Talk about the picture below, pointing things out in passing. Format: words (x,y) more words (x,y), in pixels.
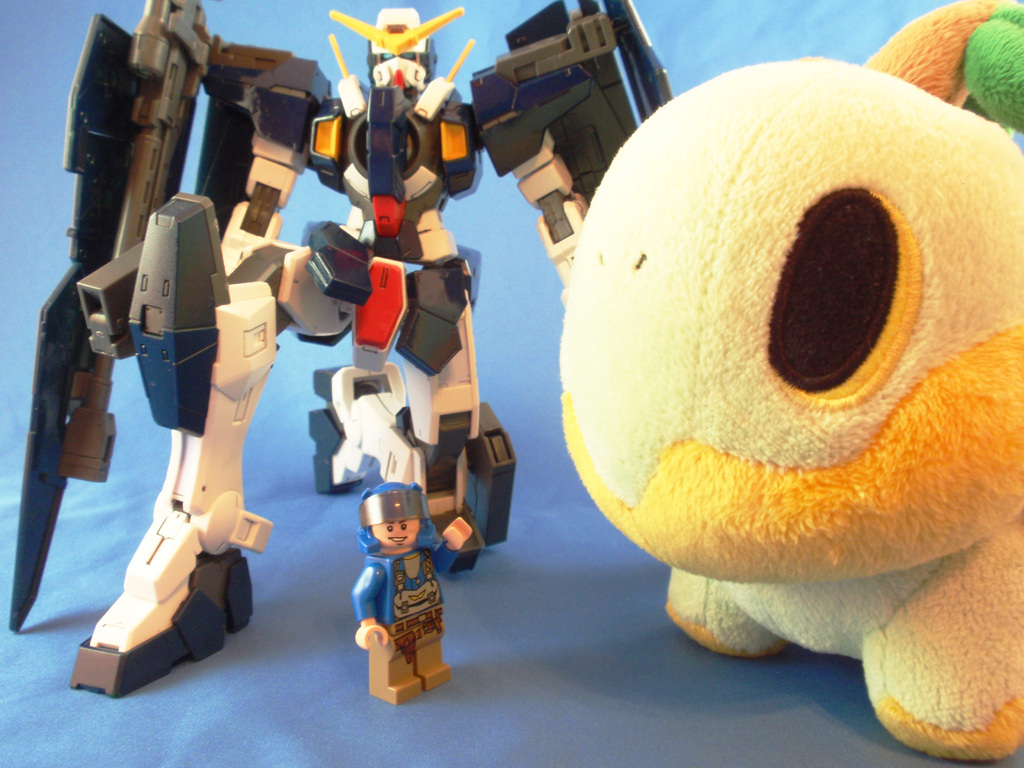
In the image we can see there is a robot statue (151,543) and a human statue (406,600) kept on the table (464,718). There is a soft toy (917,447) kept on the table (385,705).
